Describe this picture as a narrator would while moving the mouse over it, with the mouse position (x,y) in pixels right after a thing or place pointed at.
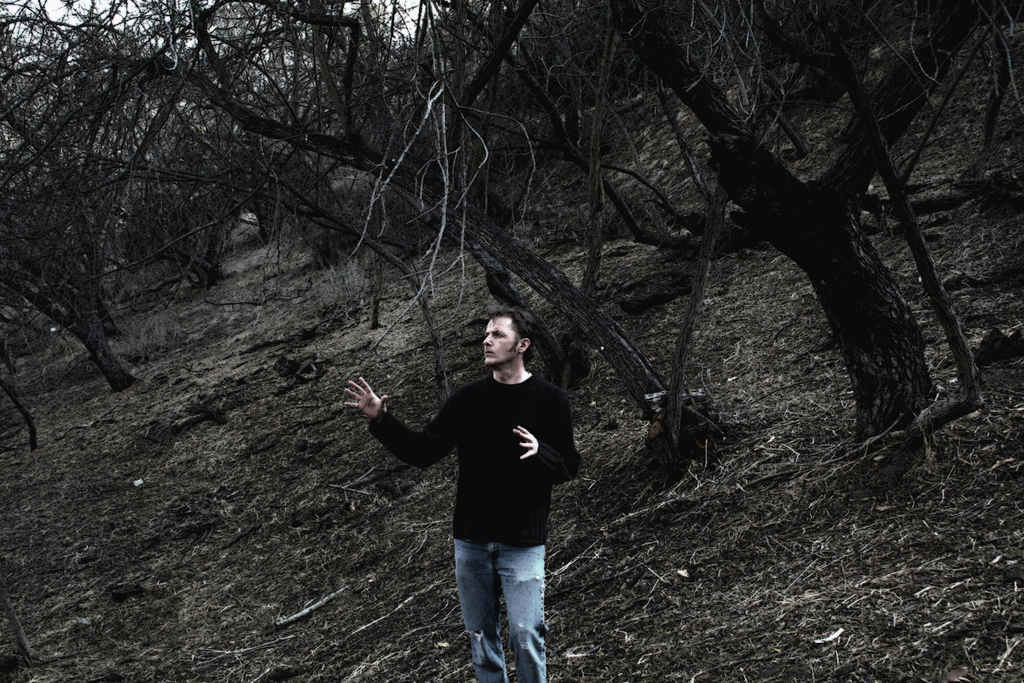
In this image I can see a person (478,493) standing and wearing black shirt (522,470) and jeans (482,590). Back Side I can see trees (422,180).
